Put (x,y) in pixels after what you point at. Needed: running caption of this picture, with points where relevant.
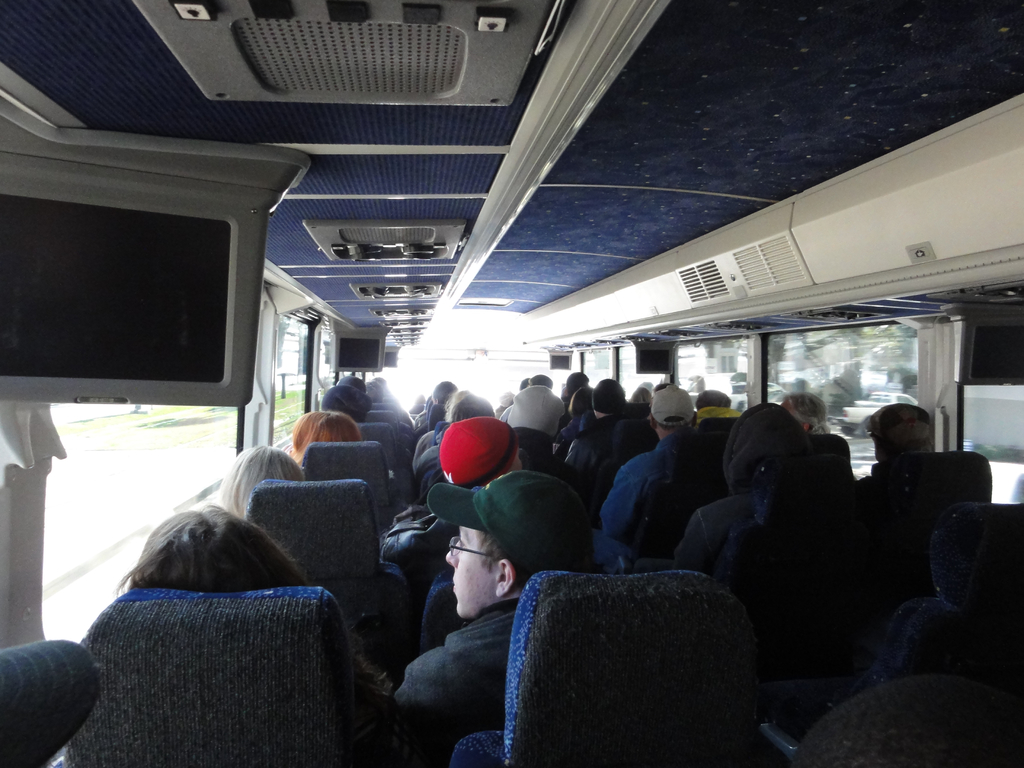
In the image there are many people (367,677) sitting on the seats (316,507). And there are few people (478,475) with caps (471,496) on their heads (468,553). And there are windows (857,390). At the top of the image (389,73) there are air conditioners (372,79). And on the left side of the image (191,201) there is a screen (147,381).
